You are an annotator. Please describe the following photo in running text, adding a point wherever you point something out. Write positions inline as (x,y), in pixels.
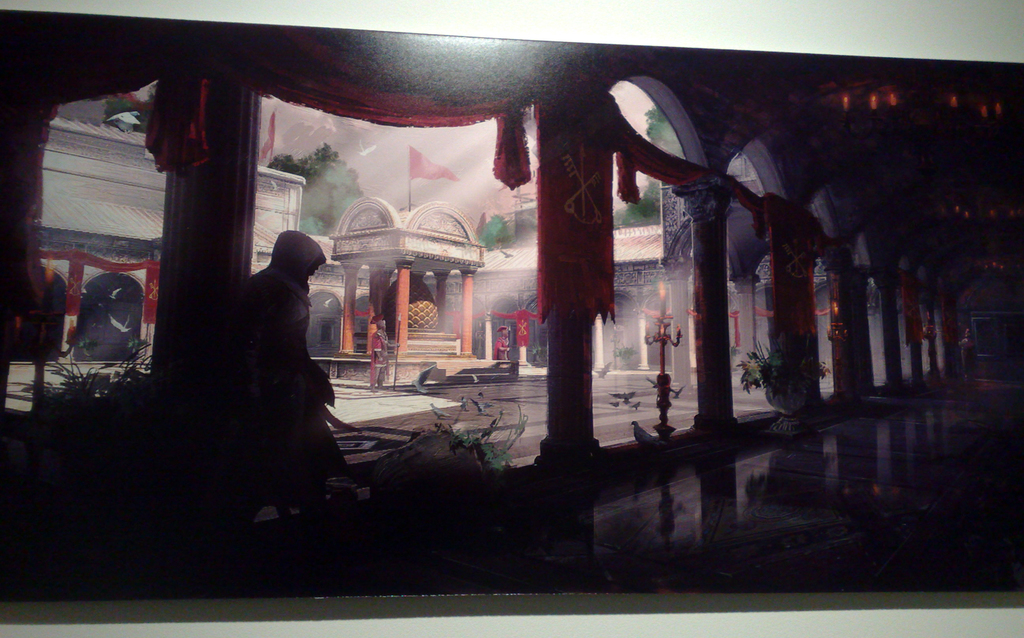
In this image we can see statues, plants (478,455), pillars (723,423), buildings (368,289), flags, trees (485,243), and sky (368,193). Here we can see a person (344,478).
